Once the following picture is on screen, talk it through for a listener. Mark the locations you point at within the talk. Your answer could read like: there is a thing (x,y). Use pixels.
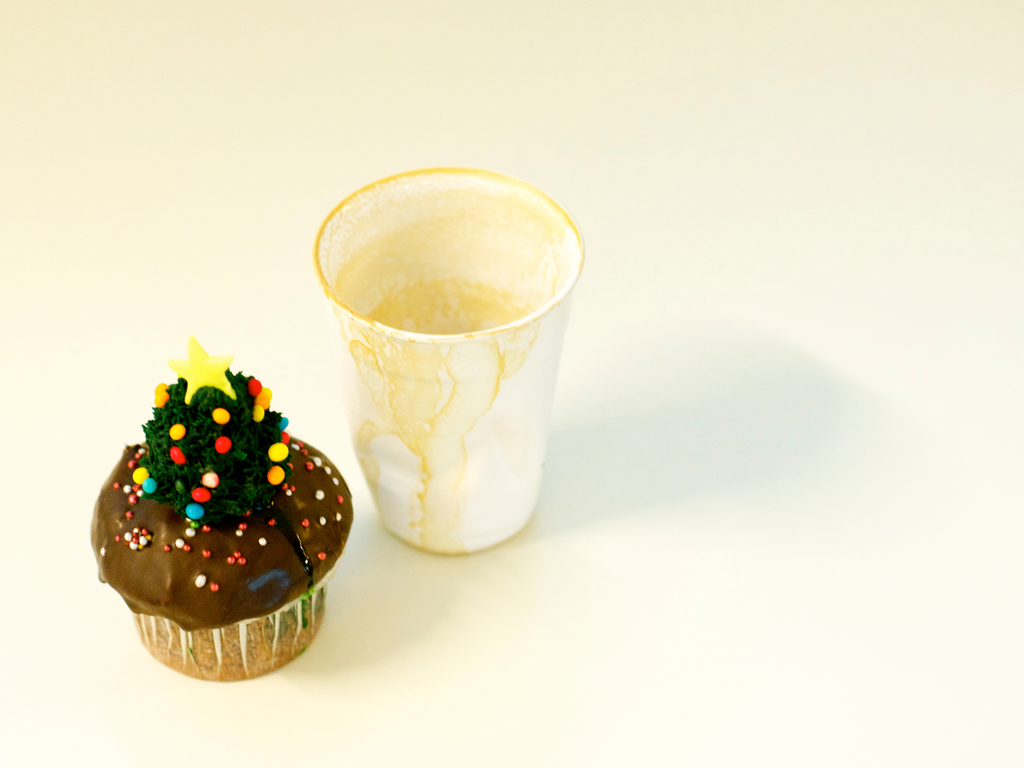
In this image we can see a cup (476,290) and a cupcake (264,566) on the white color surface (730,556).
